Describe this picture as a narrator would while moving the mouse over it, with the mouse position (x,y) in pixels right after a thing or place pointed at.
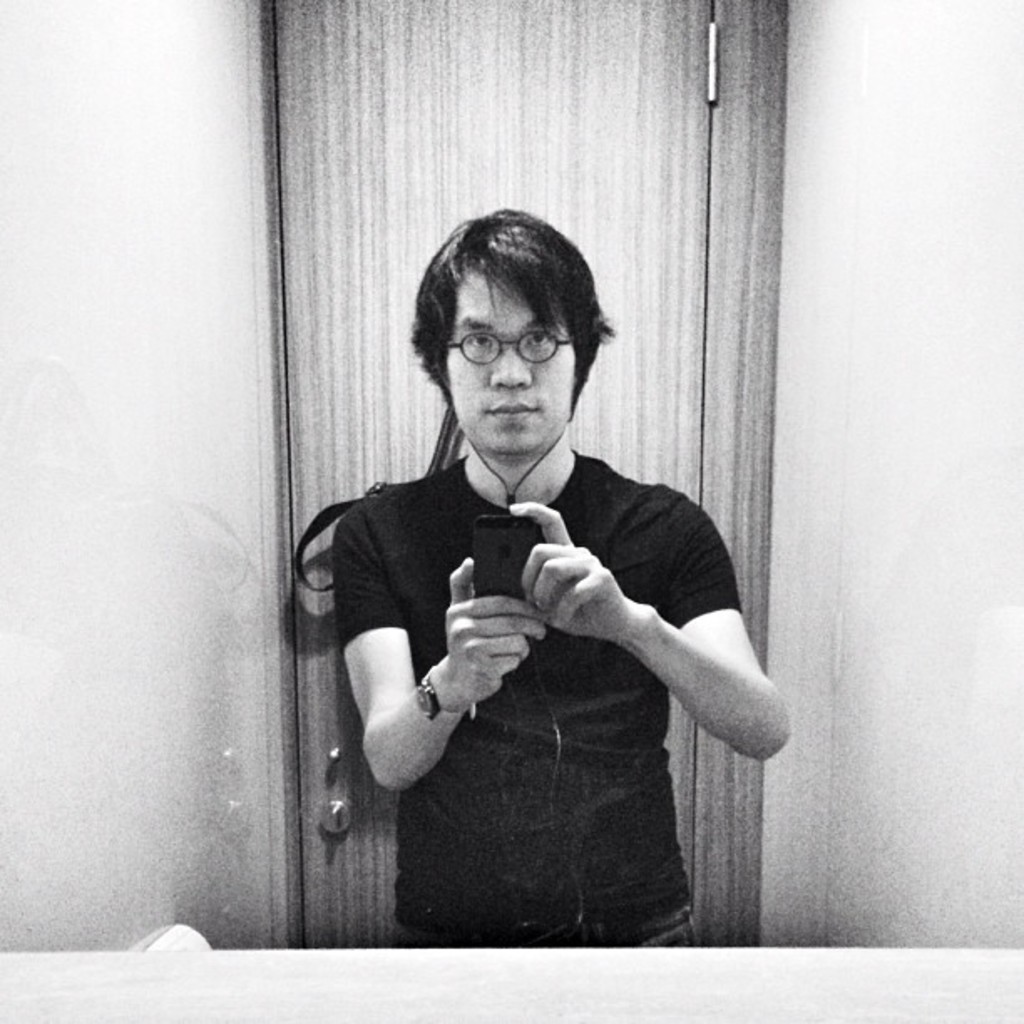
In this picture I can see there is a man (562,830) standing and he is holding a mobile phone (527,544) and he is wearing spectacles (541,335) and there is a mirror (543,159) in front of him.
